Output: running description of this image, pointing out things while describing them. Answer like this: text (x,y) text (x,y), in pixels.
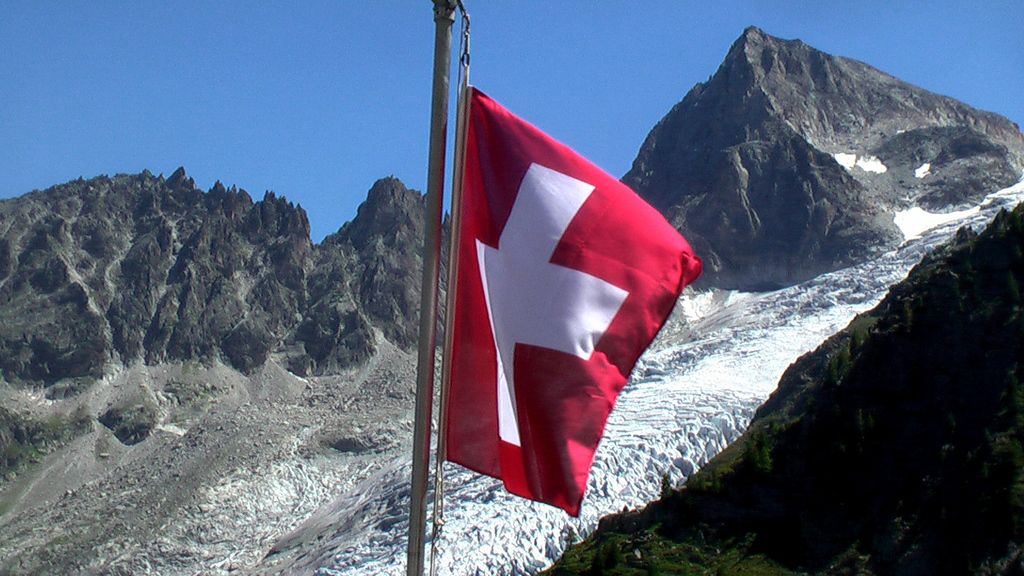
In this image we can see the mountains (171,514), one red flag (479,380) with pole (415,551), some snow (404,530) on the ground (478,552) and at the top (176,76) there is the sky (655,101).
